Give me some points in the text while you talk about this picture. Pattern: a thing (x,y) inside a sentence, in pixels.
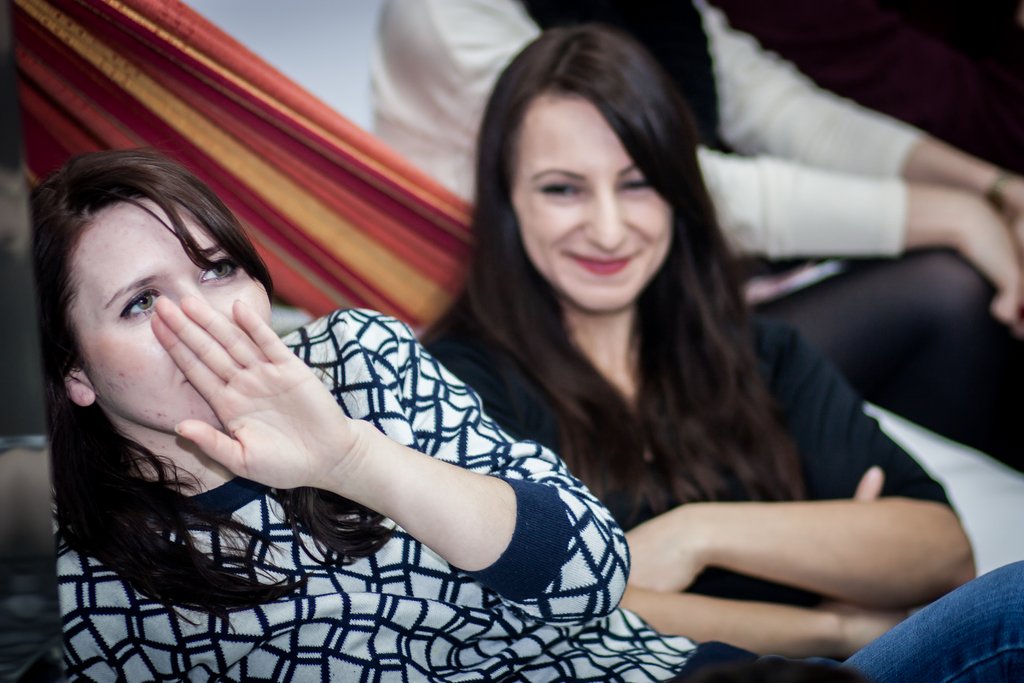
This picture shows couple of women (514,248) seated and we see smile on the face (619,260) of one of the woman (598,297) and we see a woman (803,120) seated on the side and a woman (419,387) covering her face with the hand (305,410).
